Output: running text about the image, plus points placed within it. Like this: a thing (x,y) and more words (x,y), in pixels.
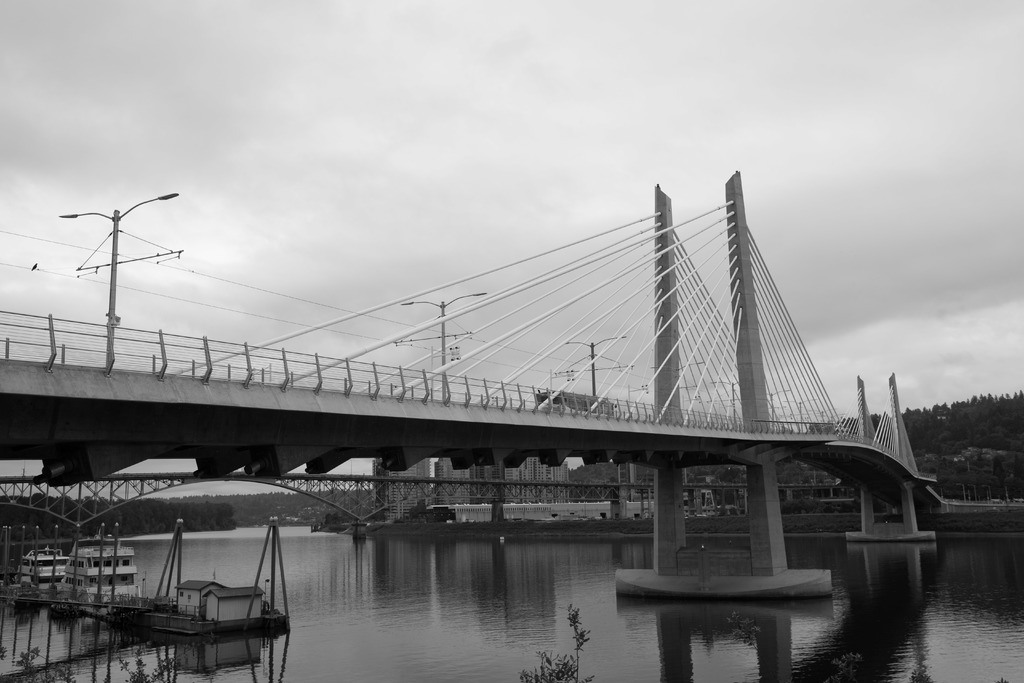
In this image we can see a bridge (754,358) with cables (798,353) attached on it is placed on the water (871,569). In the background (1008,434) we can see group of buildings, trees (970,409) and sky (385,101).
